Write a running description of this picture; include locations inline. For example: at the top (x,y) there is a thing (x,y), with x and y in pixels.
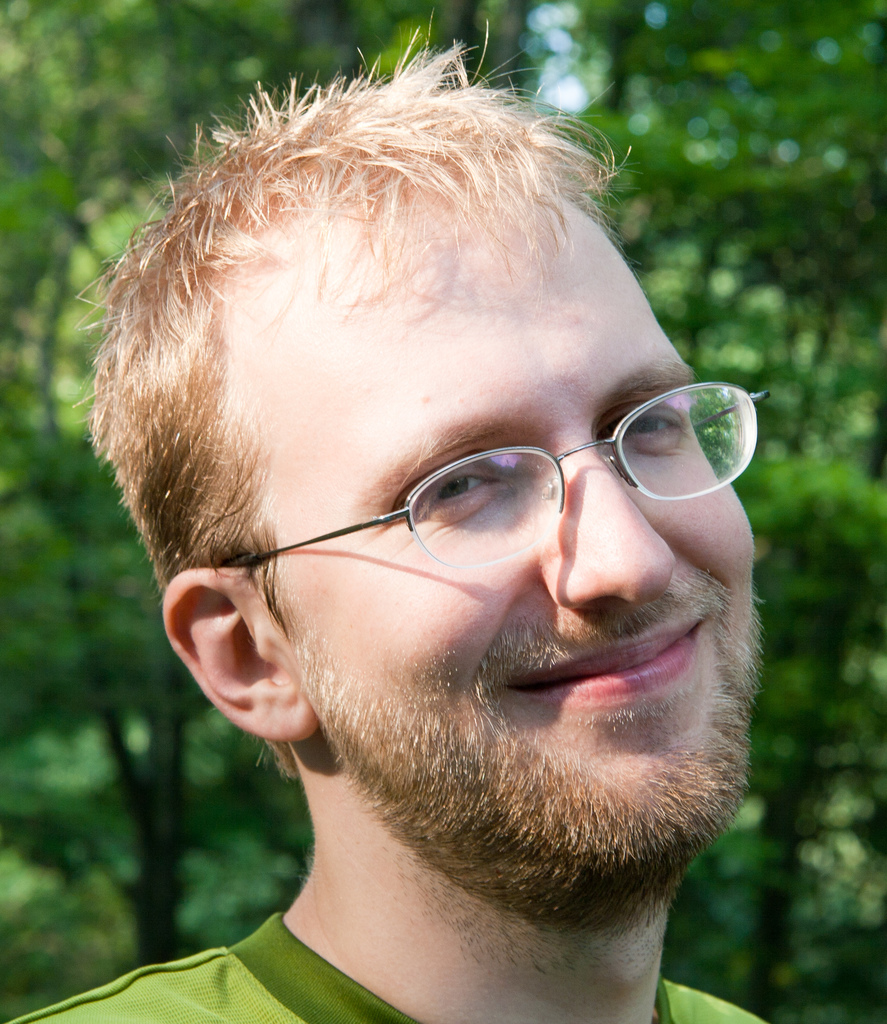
In this image, we can see a man (250,548), he is smiling, in the background (238,93) there are some green trees (238,93).
